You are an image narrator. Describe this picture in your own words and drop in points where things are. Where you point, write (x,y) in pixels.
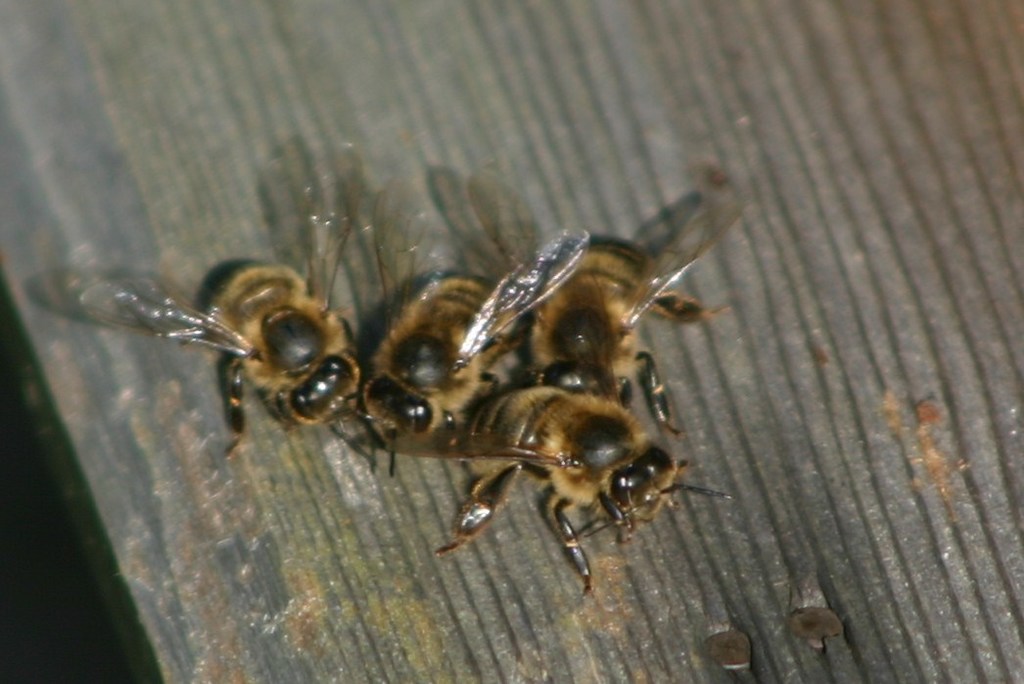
In this image I can see four bees (341,339) which are brown and black in color on the ash colored surface (570,171) and I can two nails (742,637) on the surface (775,621).
